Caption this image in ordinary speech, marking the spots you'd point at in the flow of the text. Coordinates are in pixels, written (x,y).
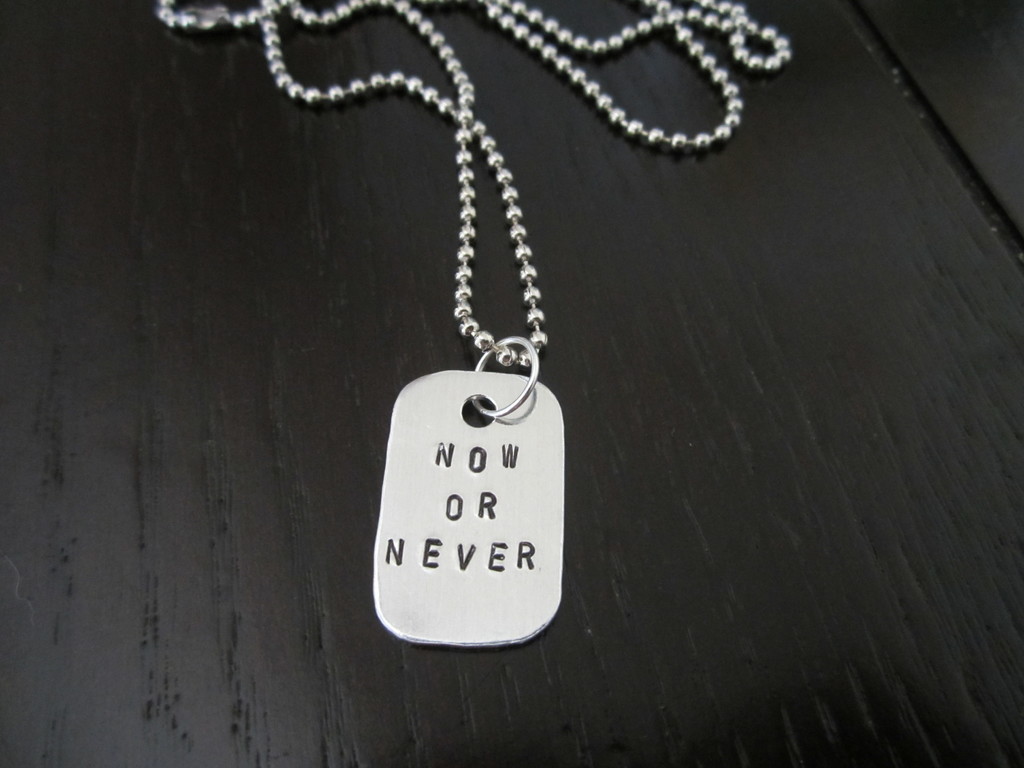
In the image we can see a table (200,532), on the table (705,352) we can see a chain (470,619). On the chain (463,403) we can see some text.
